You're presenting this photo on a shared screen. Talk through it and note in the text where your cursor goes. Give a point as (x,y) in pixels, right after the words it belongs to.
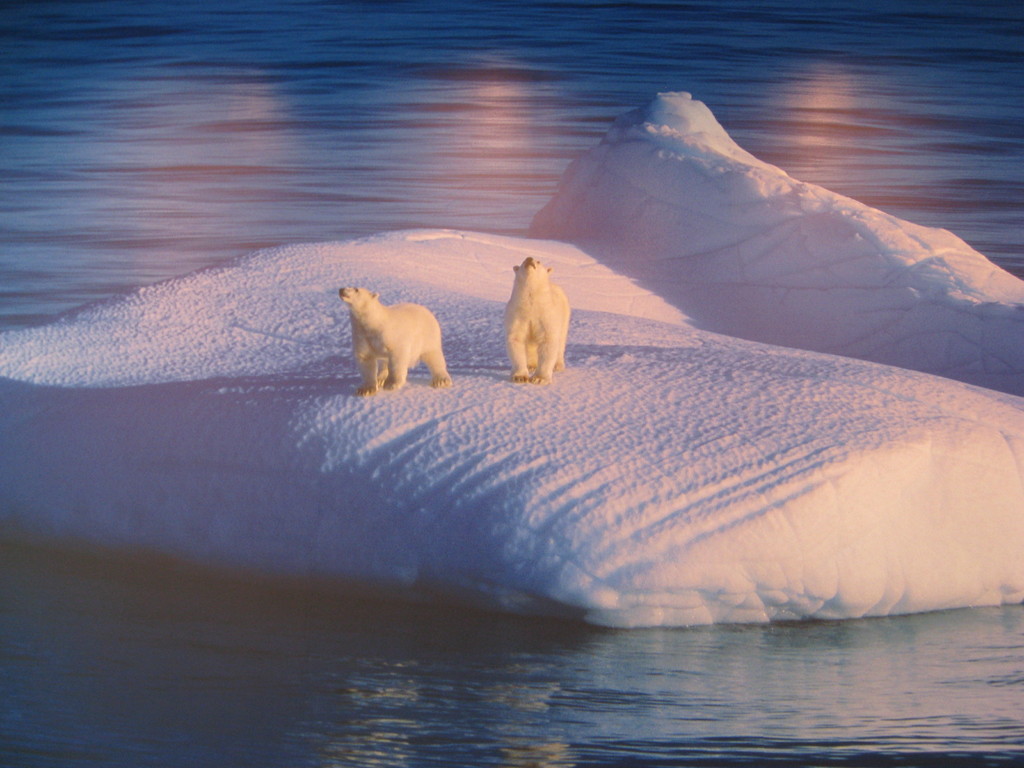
In this picture I can see two polar bears (511,348) on the Iceberg (547,419). Around the Iceberg (180,331) I can see the water flow (422,684).
